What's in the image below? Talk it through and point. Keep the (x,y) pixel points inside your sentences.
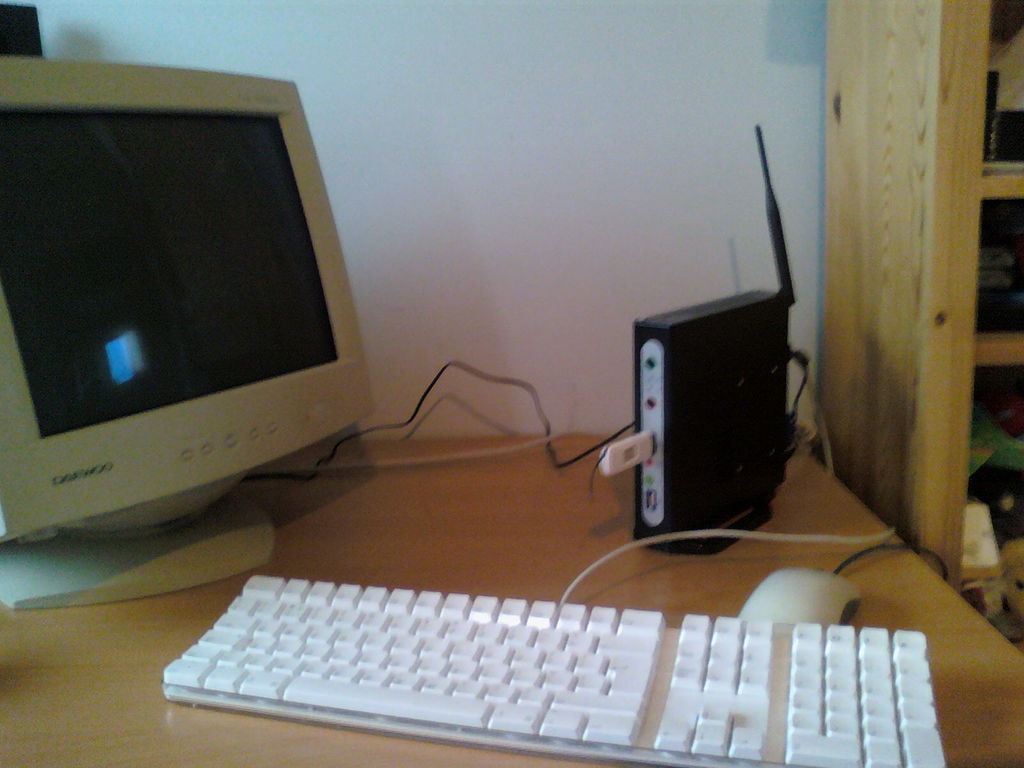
We can see monitor (179,281), electrical device (684,397), keyboard (627,663), mouse (827,618) on the table (459,490). On the background (526,86) we can see wall (540,131), furniture (947,226).
